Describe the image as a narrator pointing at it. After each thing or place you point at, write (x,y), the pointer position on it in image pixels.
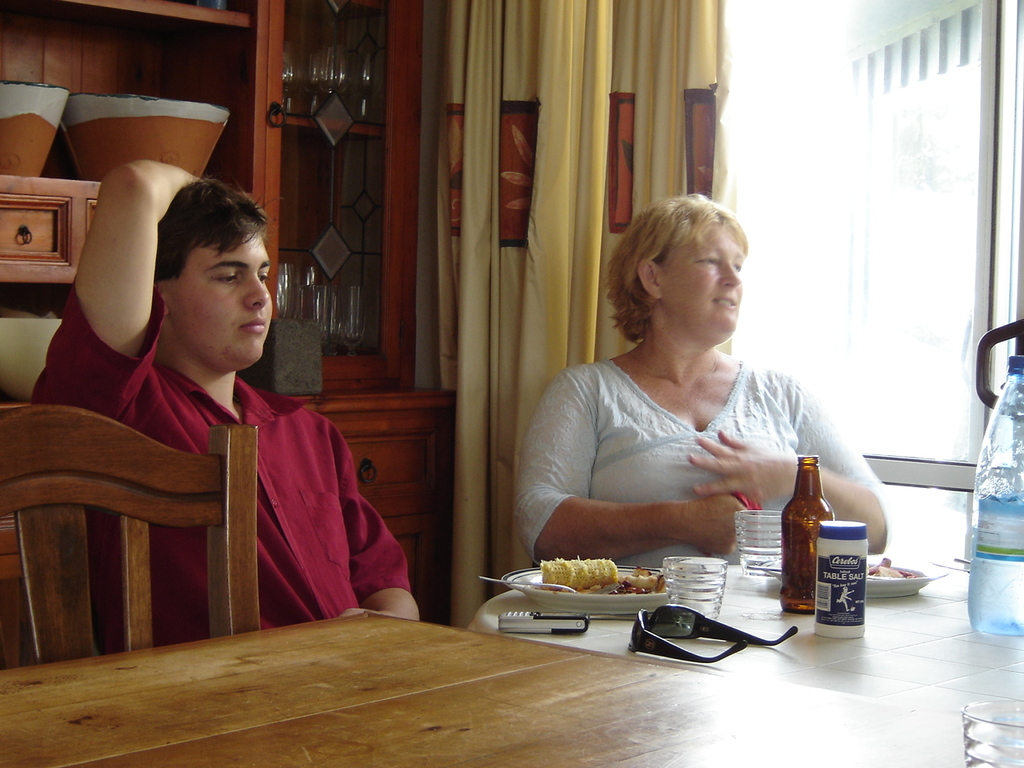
In this image we have a woman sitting in the chair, man (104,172) sitting in the chair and in table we have food (610,578) in the plate (619,569), mobile phone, spectacles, glass (705,579), bottle (789,538), a box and in back ground (316,26) we have curtain (627,31), glasses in the rack (211,70).
